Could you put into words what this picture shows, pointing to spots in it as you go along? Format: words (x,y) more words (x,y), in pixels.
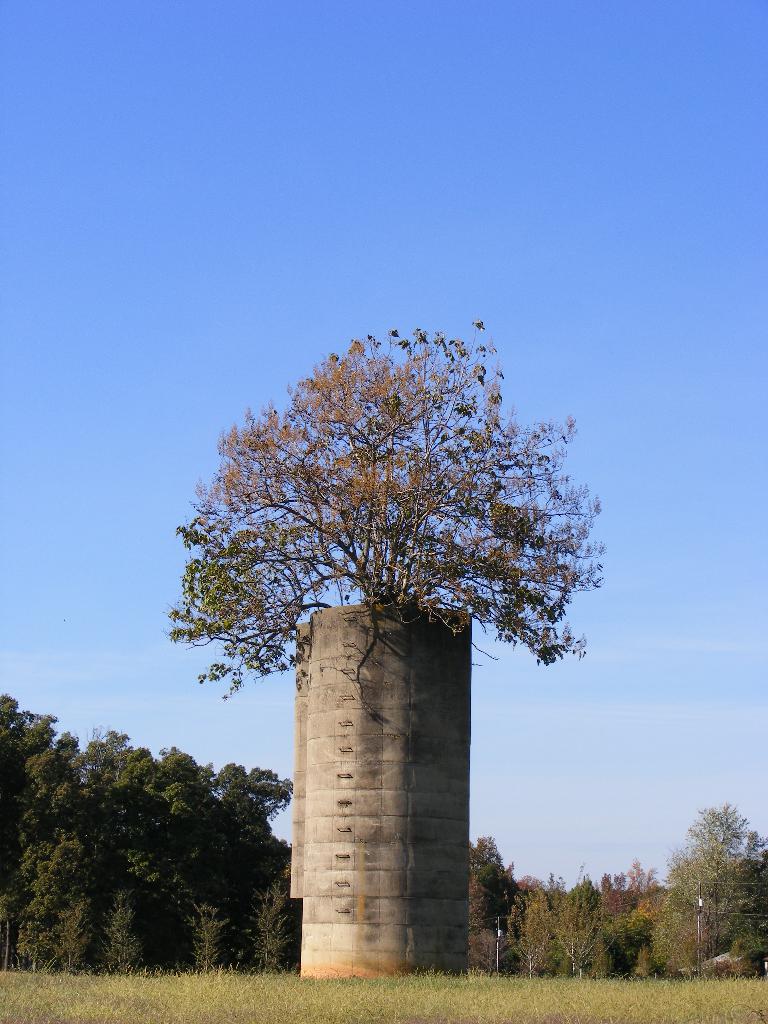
There are trees (418,510) on a tower (401,760) which is on the grass (190,983) on the ground (395,988). In the background (693,903), there are trees (214,885) and there are clouds (648,749) in the blue sky (425,185).
